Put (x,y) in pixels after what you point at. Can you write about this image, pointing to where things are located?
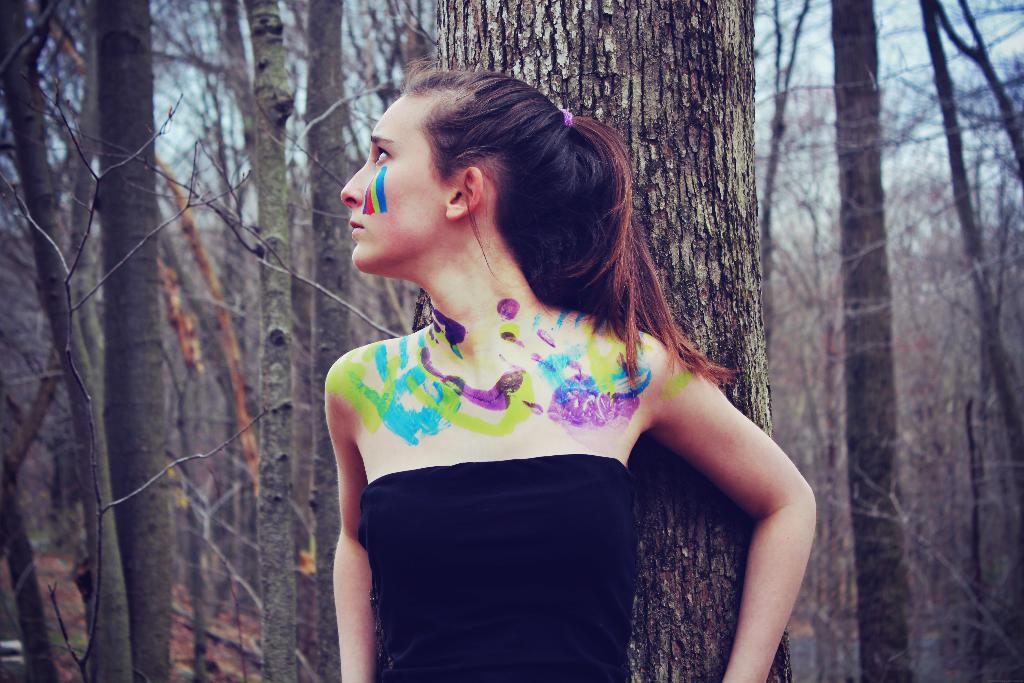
In this image there is a woman (516,275) standing. Behind her there is a tree trunk (681,225). Background (16,77) there are few trees (144,88). Behind there is sky (761,66).
